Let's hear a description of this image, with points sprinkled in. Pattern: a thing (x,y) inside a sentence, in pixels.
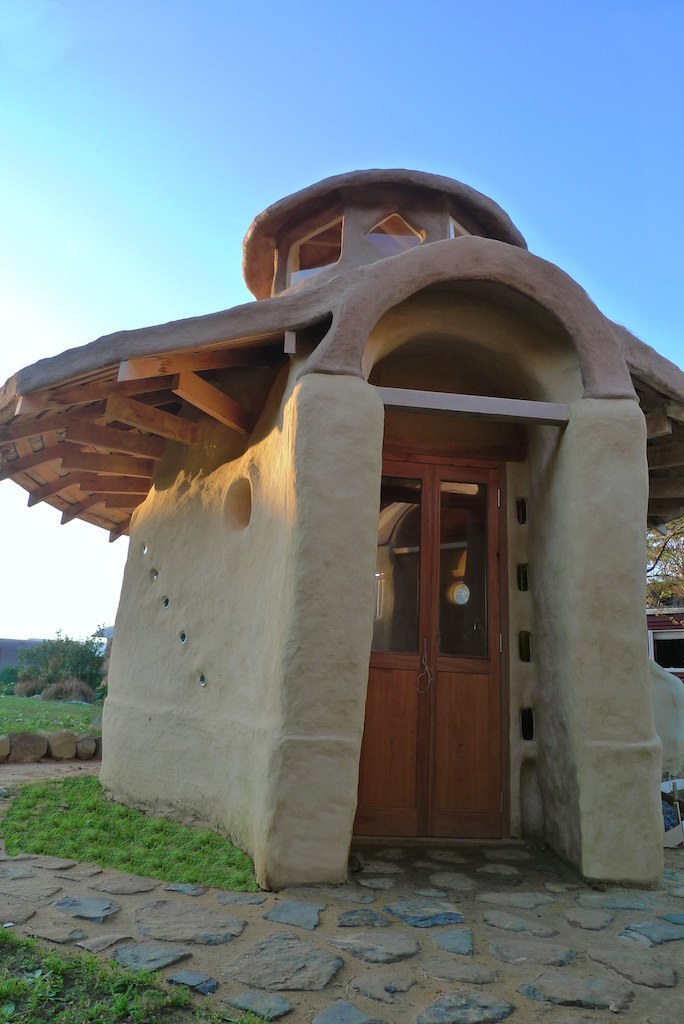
In this image we can see a tiny house (336,389). And we can see the door (460,682). And we can see the stones (64,739), grass (153,865), and trees (50,655). And we can see the sky (336,116).
